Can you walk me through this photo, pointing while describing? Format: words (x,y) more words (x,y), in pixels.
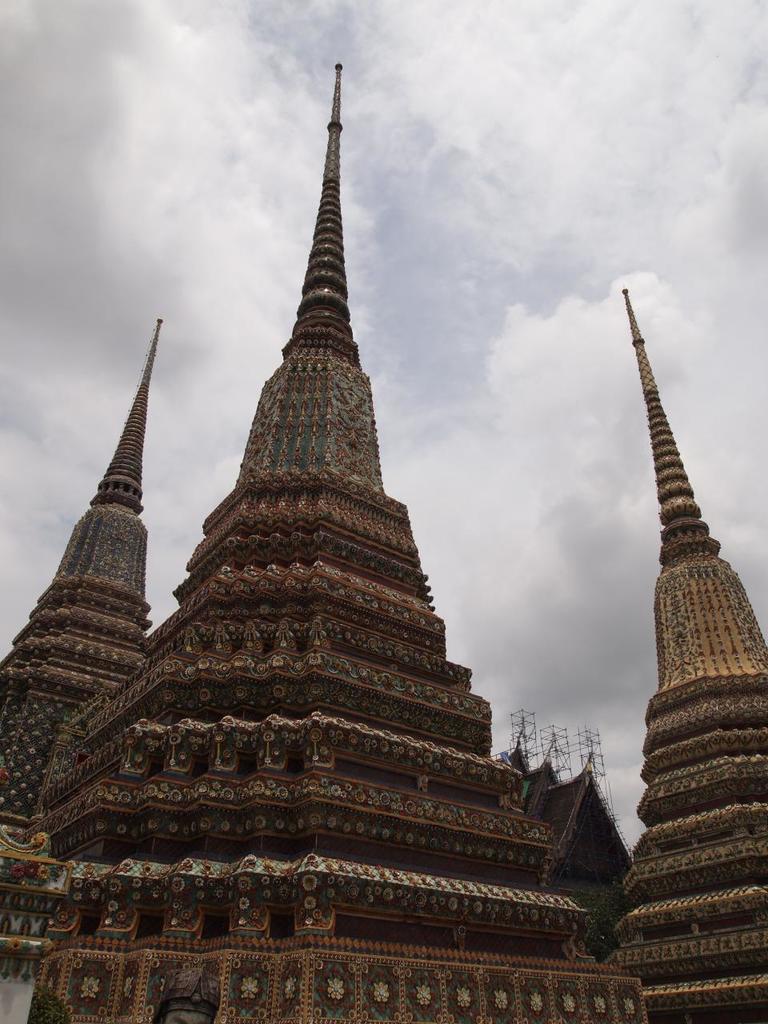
In this image there are temples (405,729).
